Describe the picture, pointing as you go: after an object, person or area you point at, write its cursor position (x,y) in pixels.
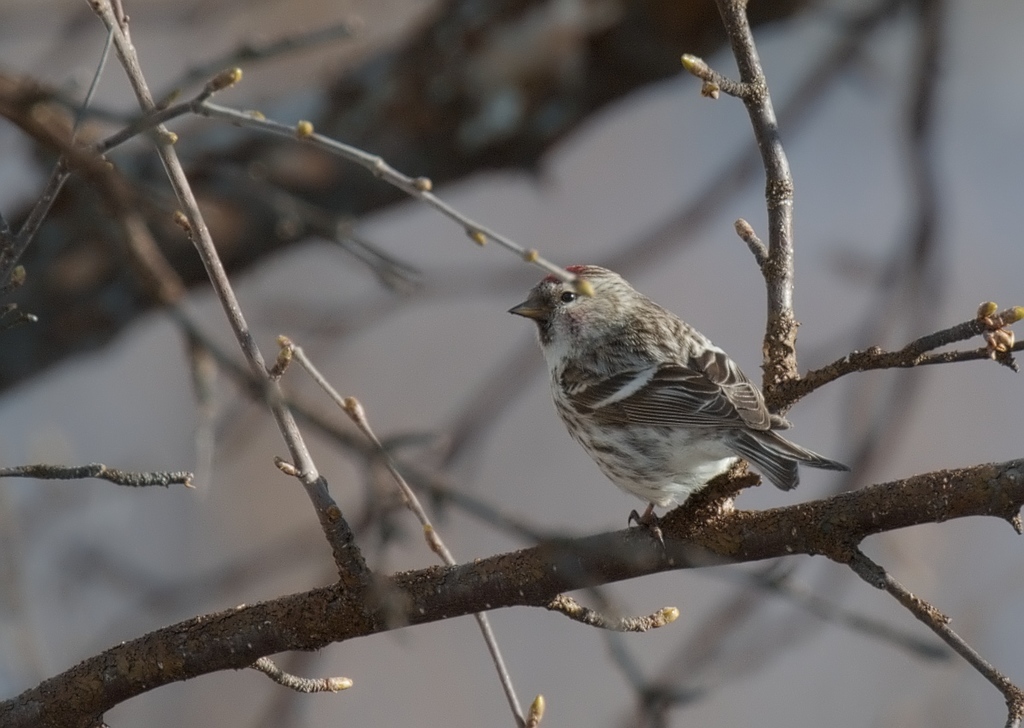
In this image, we can see a bird (628,404) on the branch (47,702) of a tree (409,93) and the background (574,509) is blurred.
